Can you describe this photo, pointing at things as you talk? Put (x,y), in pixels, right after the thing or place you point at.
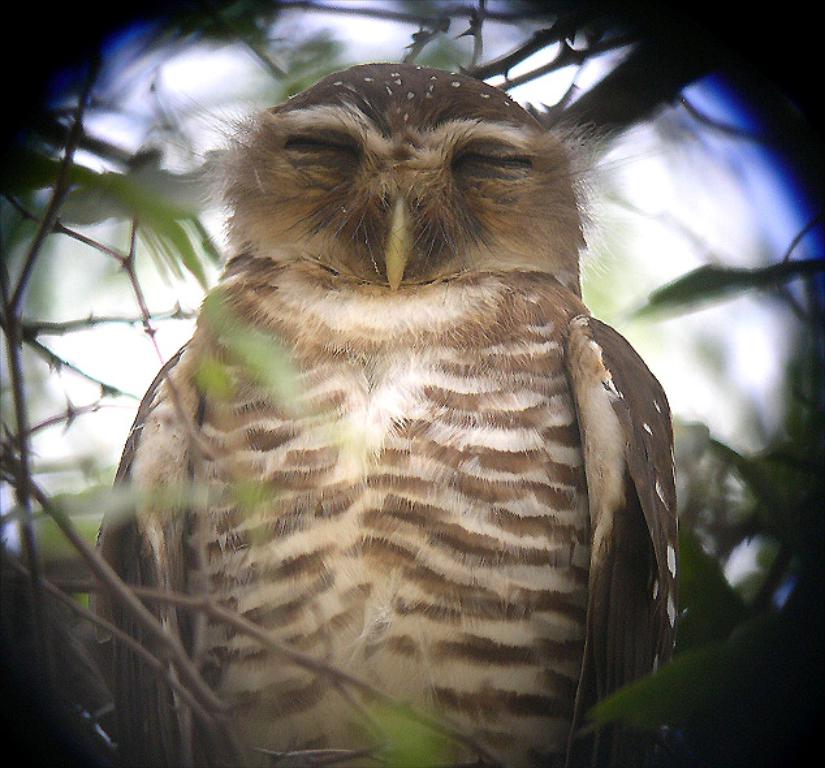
In this picture we can see an owl (158,420), branches (71,234), leaves (114,197) and in the background (109,136) it is bright.
